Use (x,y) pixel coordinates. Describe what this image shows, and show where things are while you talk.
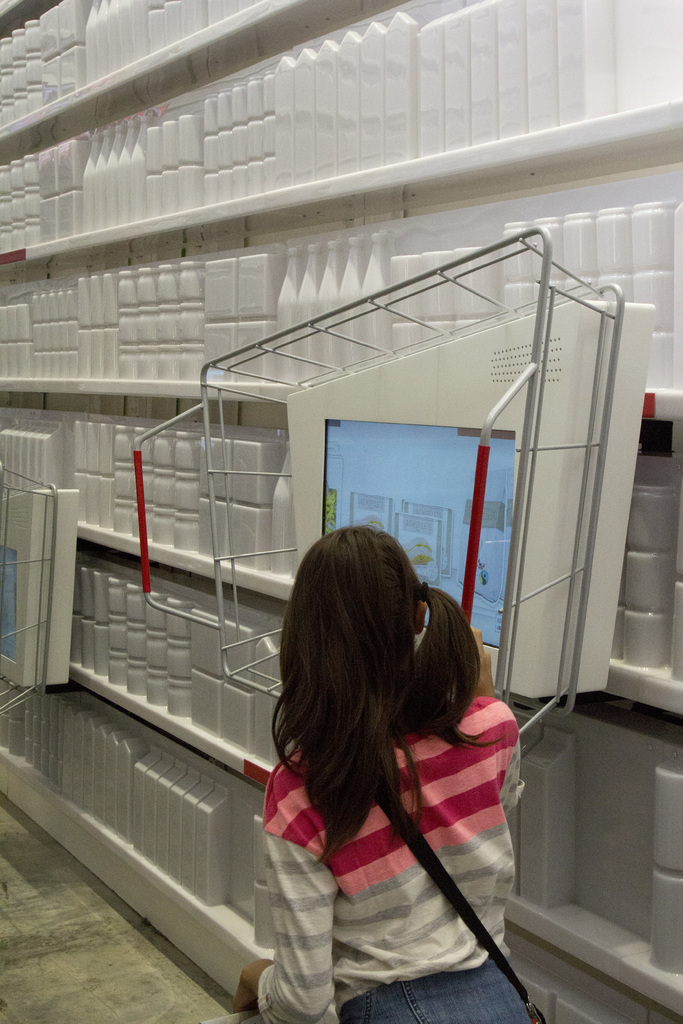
In this image we can see a person (399,920) standing and in front of her there is an object (524,400) which looks like a screen (631,445). There is a rack (94,827) with some objects (250,115) which are in white color.
